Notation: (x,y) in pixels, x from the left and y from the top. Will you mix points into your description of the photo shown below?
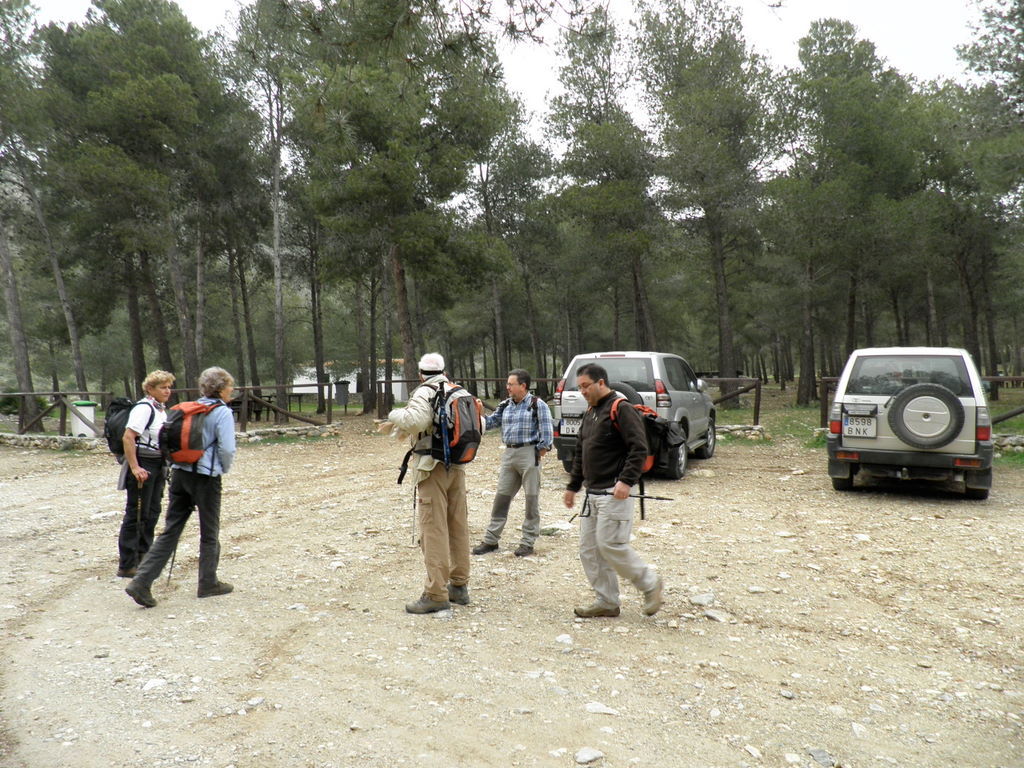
In this image, we can see people (134,416) standing and wearing bags (450,435) and some are holding objects (598,489). In the background (610,337), there are vehicles (674,359), trees (454,228), sheds (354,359) and we can see a fence (95,397). At the bottom (546,666), there is ground (781,591).
